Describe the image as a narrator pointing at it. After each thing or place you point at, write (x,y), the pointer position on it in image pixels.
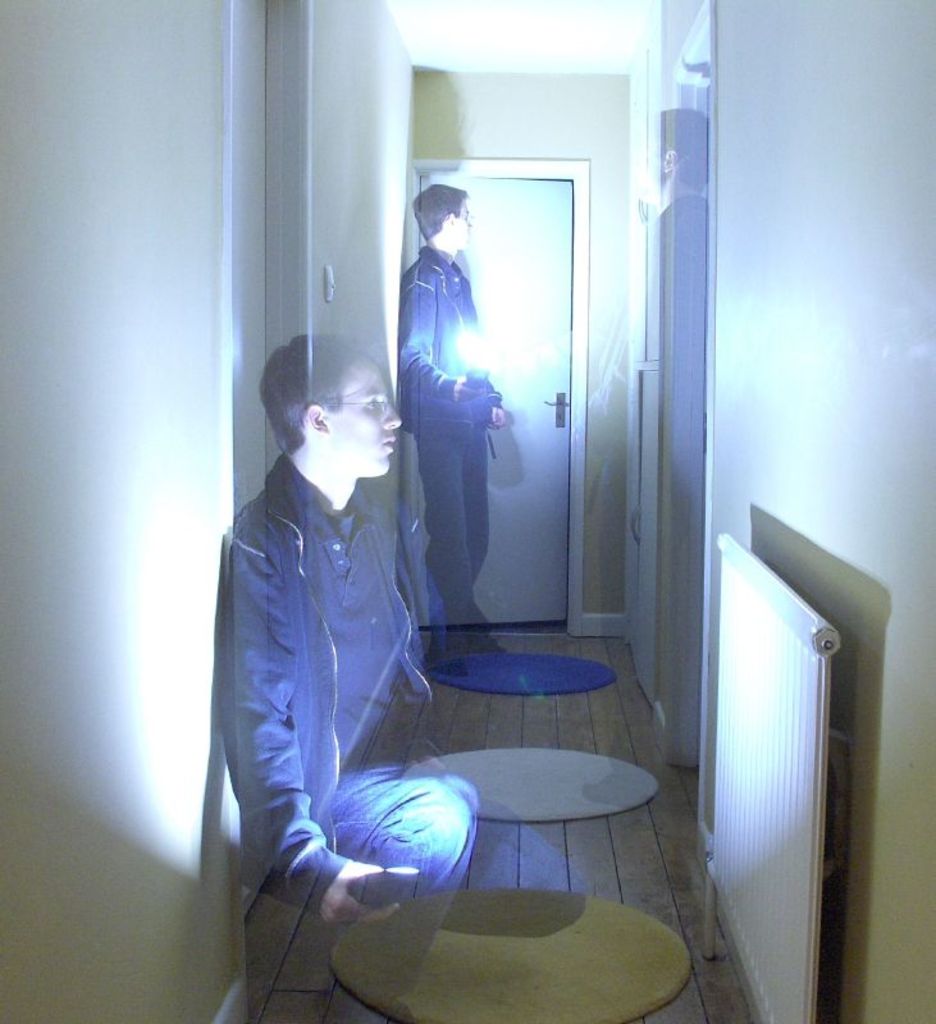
In this image, we can see the same person (451,462) reflecting in different locations. At the bottom of the image (670,960), there are mats (597,904) on the floor (656,894). On the right side (749,774) and left side of the image (58,494), there are white objects (778,739) and walls (771,507). In the middle of the image (548,454), there is a white door (497,323) with a handle (555,406).
